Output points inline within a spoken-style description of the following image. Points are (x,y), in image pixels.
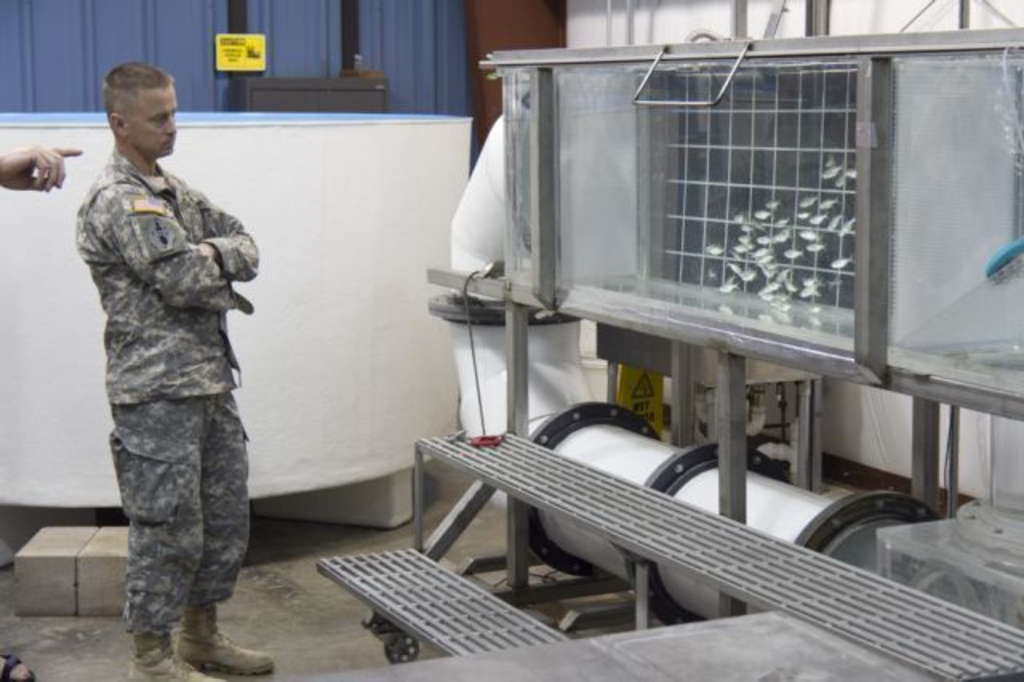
In this image there is an army personnel (179,337) standing and is looking at an equipment (627,178) in front of him, behind the person (107,165) there is a person's hand (22,168) and foot (16,680), beside the army personnel (206,251) there is an object (263,174), in the background of the image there is a wall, on the floor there are two bricks (51,584).
